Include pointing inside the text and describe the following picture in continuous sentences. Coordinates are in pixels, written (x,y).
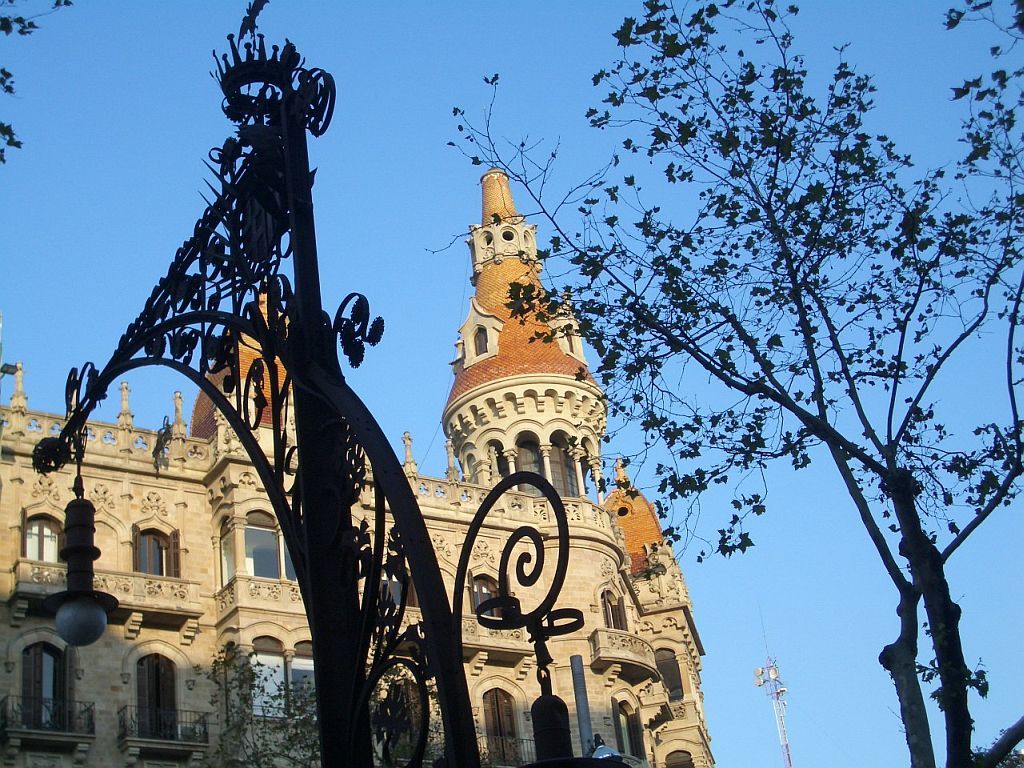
In the picture we can see a pole (315,546) with some designs (105,387) and lamp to it and besides it we can see a tree (819,436) and in the background (795,554) we can see a building (128,442) with some architecture (652,708) to it and beside it we can see a tower (780,724) and sky (736,704).
